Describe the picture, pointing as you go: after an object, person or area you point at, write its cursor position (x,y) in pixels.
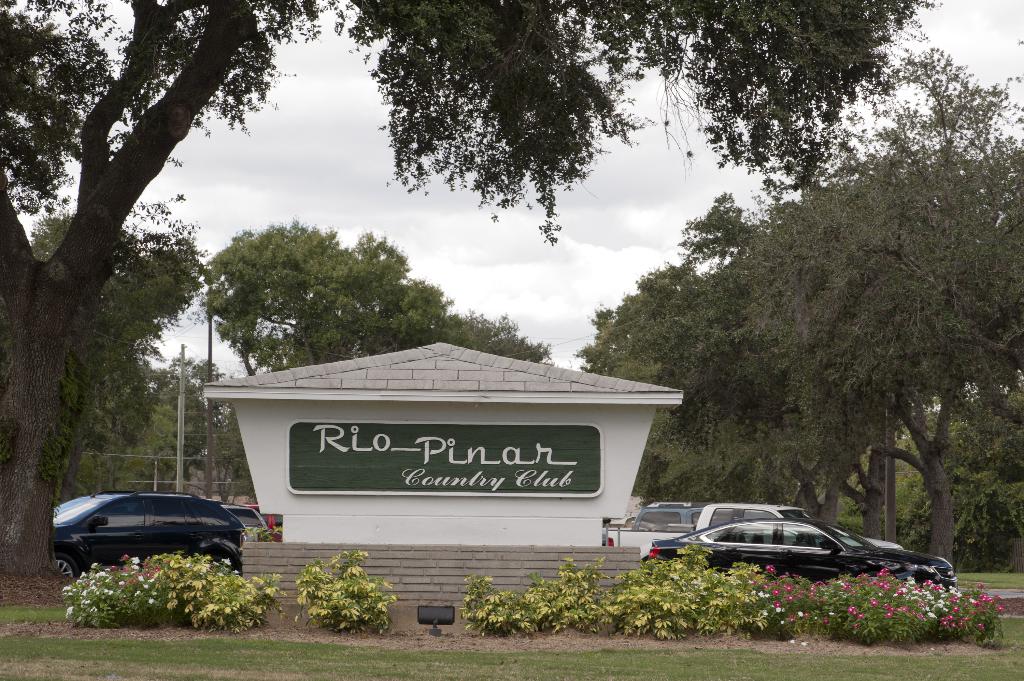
In this image we can see group of vehicles (661,552) parked on the ground (961,586). In the center of the image (582,454) we can see a board (513,484) with some text (568,464), a group of flowers (911,589) on plants (911,589). In the background (338,343), we can see a group of trees (989,313), poles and the sky (533,259).
